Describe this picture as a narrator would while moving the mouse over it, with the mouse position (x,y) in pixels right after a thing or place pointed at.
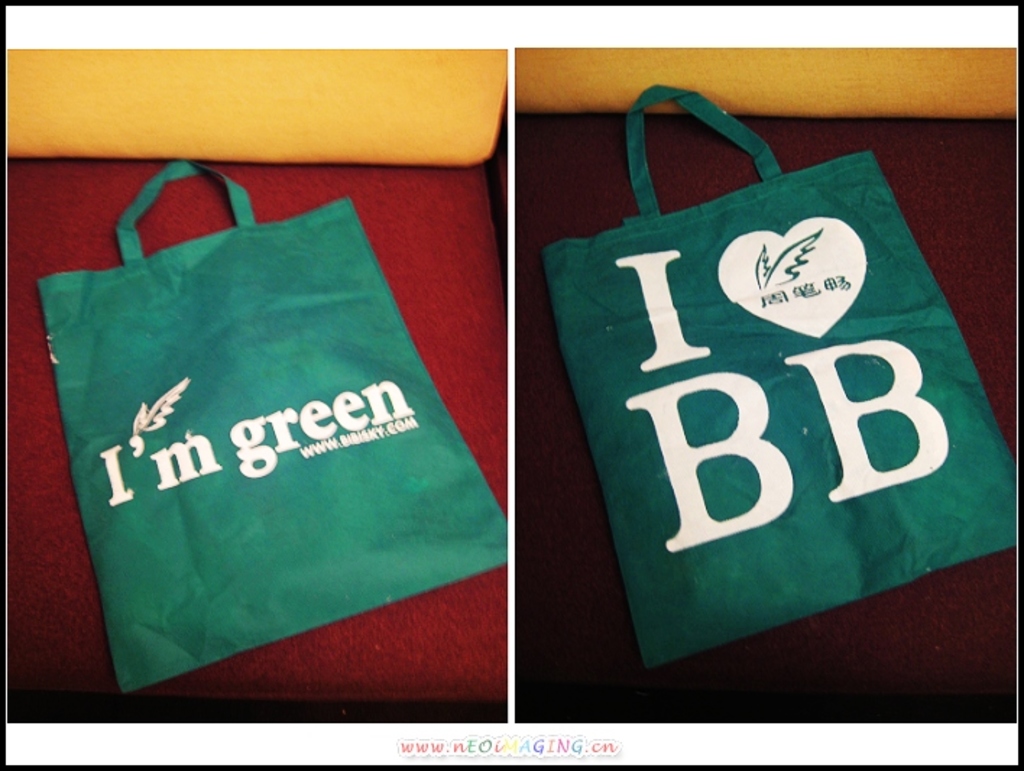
This picture shows two bags (197,249) on a sofa (388,85).
